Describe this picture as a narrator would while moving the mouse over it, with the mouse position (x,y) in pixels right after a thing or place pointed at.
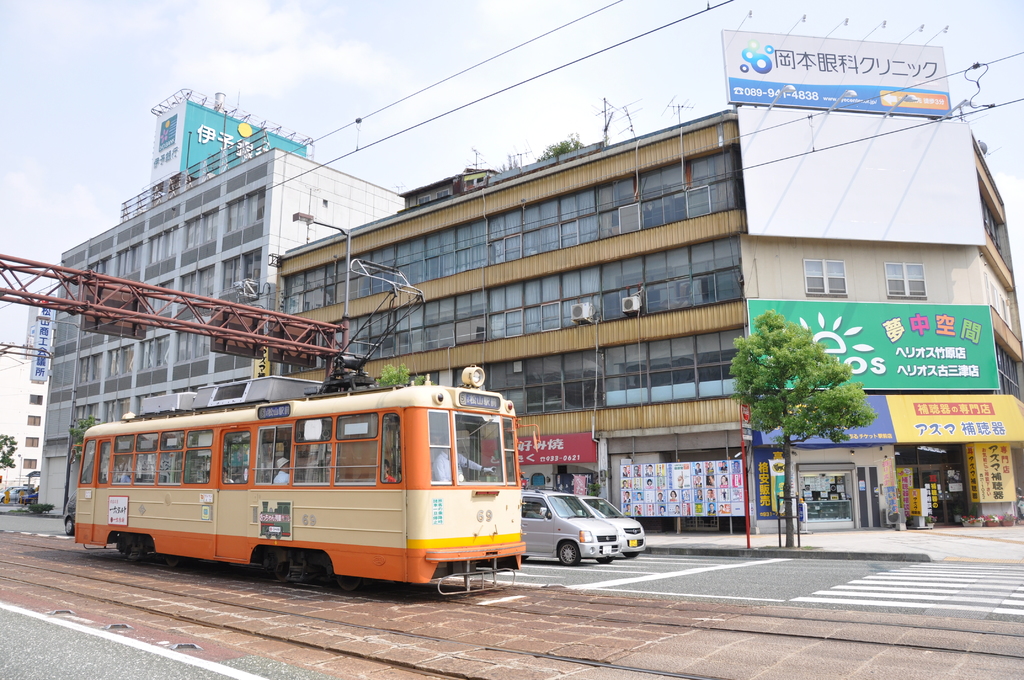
In this image we can see a train (427,518) placed on the track (351,626). Two cars (615,538) parked on the ground (593,644). In the center of the image (349,337) we can see a metal frame (334,340), some light poles (346,320). In the background (297,370), we can see a group of trees (823,434), buildings (666,424) with windows (673,348), doors (873,496), signboards (883,315) with some text (912,317), cables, air conditioners (580,315) and the sky (296,82).
